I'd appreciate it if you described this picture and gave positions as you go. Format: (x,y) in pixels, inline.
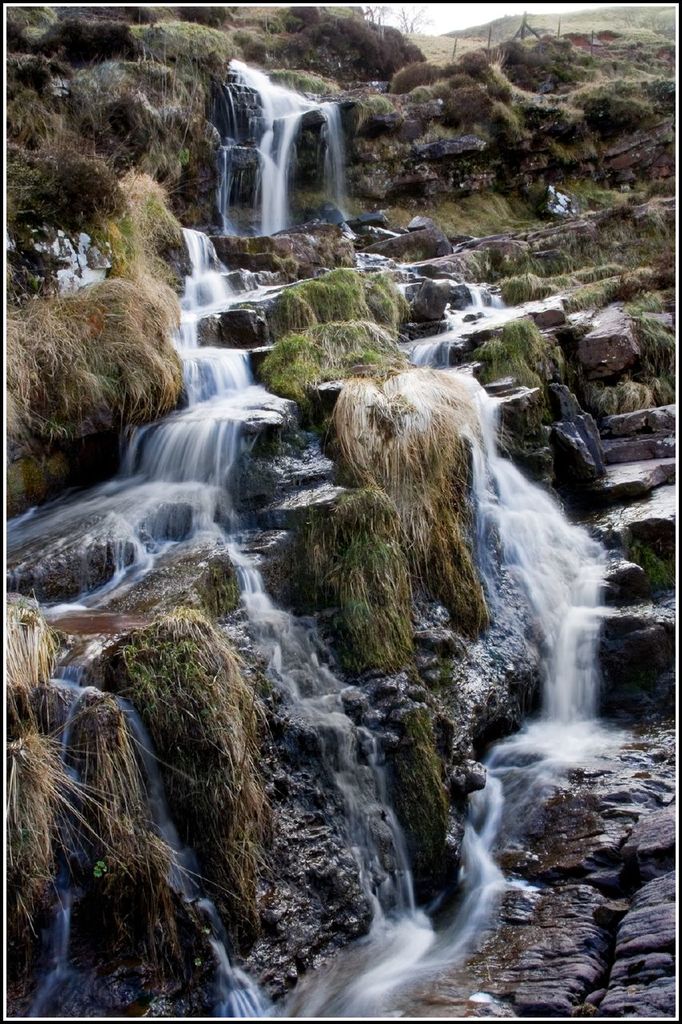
In this image I can see few huge rocks (254,98), some grass (48,310) and few plants (116,48) on the rocks (223,97) and water (292,100) falling from the top of the rocks (267,284). In the background (515,11) I can see few poles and the sky (480,21).
